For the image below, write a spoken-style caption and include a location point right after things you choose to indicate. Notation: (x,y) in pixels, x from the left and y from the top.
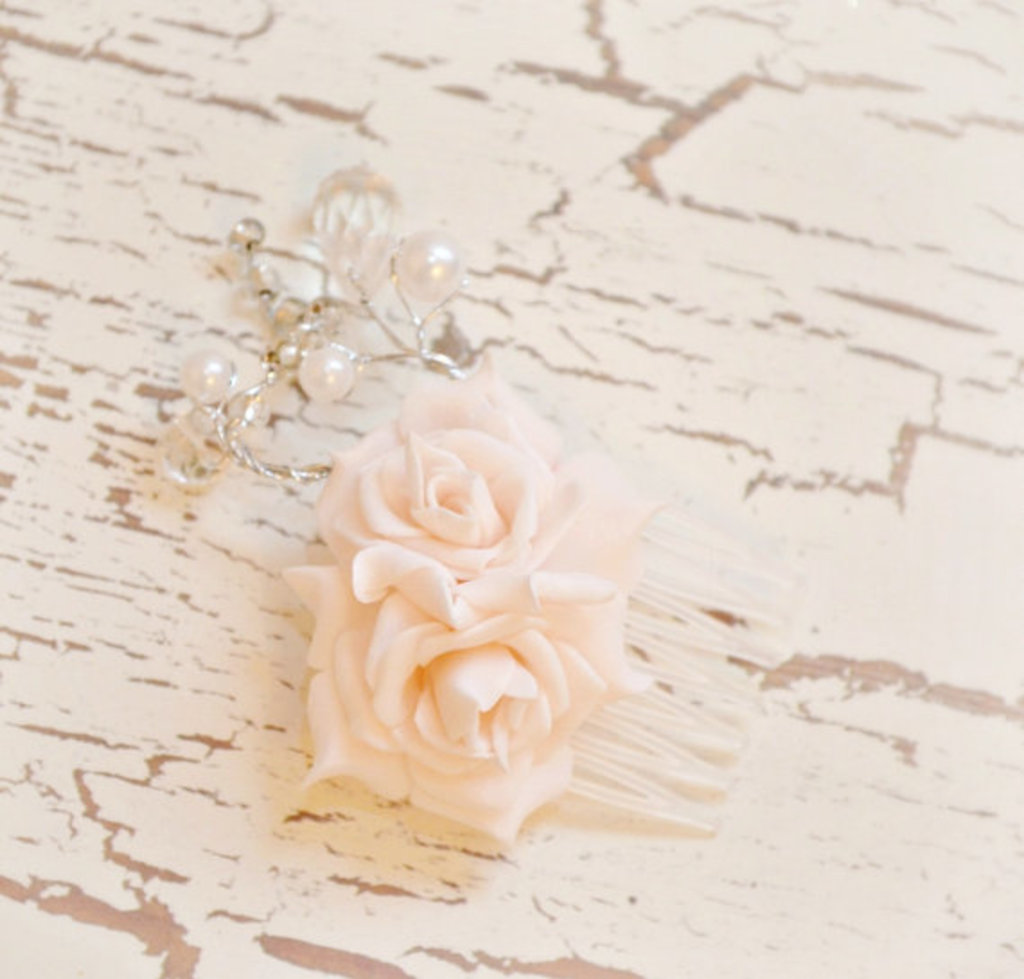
This image consists of the artificial flowers (415,579) along with an ornament (347,364) are kept on the floor (949,456).
